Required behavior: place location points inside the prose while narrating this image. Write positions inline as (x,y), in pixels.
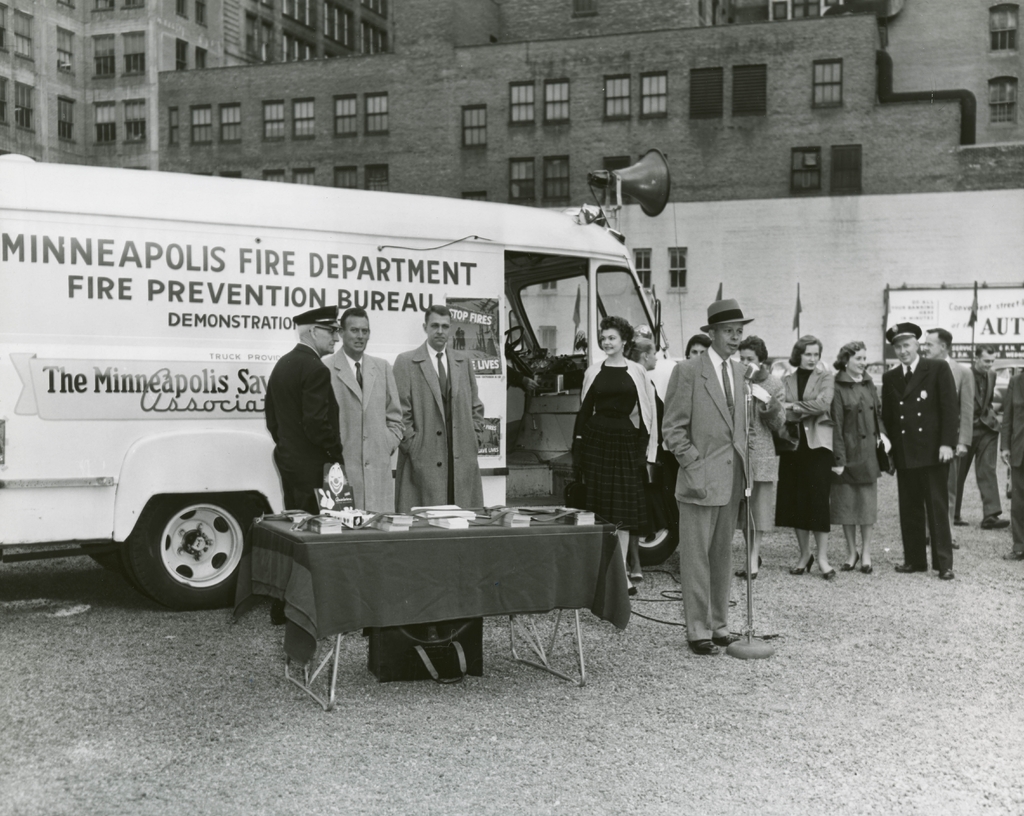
In the image we can see there are lot of people (976,398) who are standing and on table (436,592) there are books (457,519) which are kept and behind the people (665,495) there is a vehicle (184,306) which is kept and behind there are buildings (473,118) and the image is in black and white colour.
